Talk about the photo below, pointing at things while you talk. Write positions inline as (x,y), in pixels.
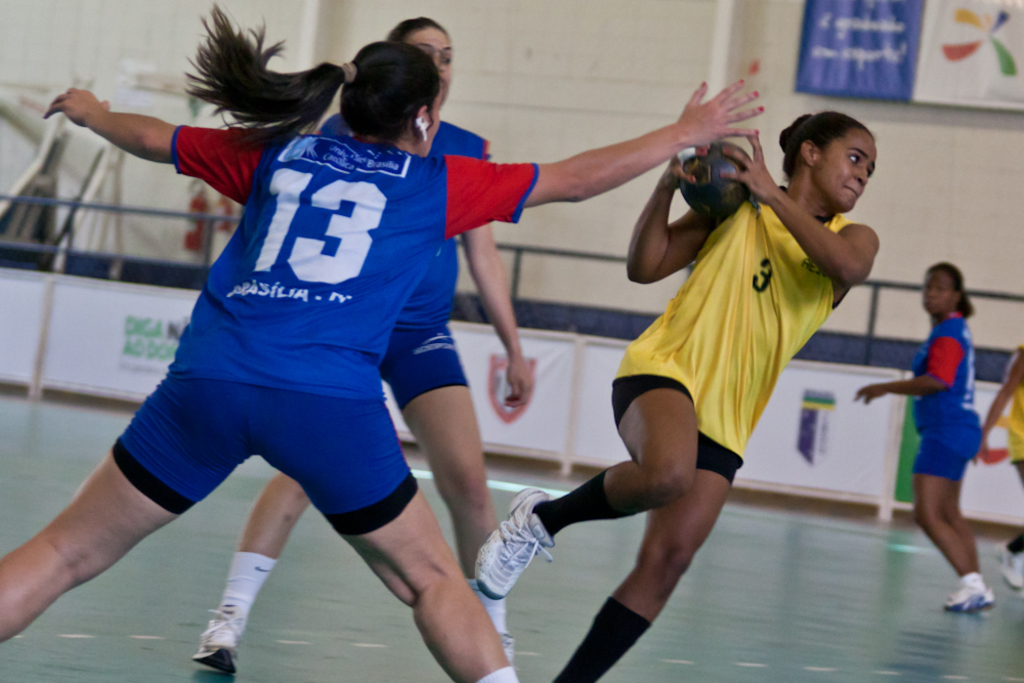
In this image I can see women (431,326) among them this woman (710,285) is holding a ball (716,187). In the background (558,451) I can see a wall (525,152), fence (591,355) and a banner (865,50) attached to the wall (822,97).
